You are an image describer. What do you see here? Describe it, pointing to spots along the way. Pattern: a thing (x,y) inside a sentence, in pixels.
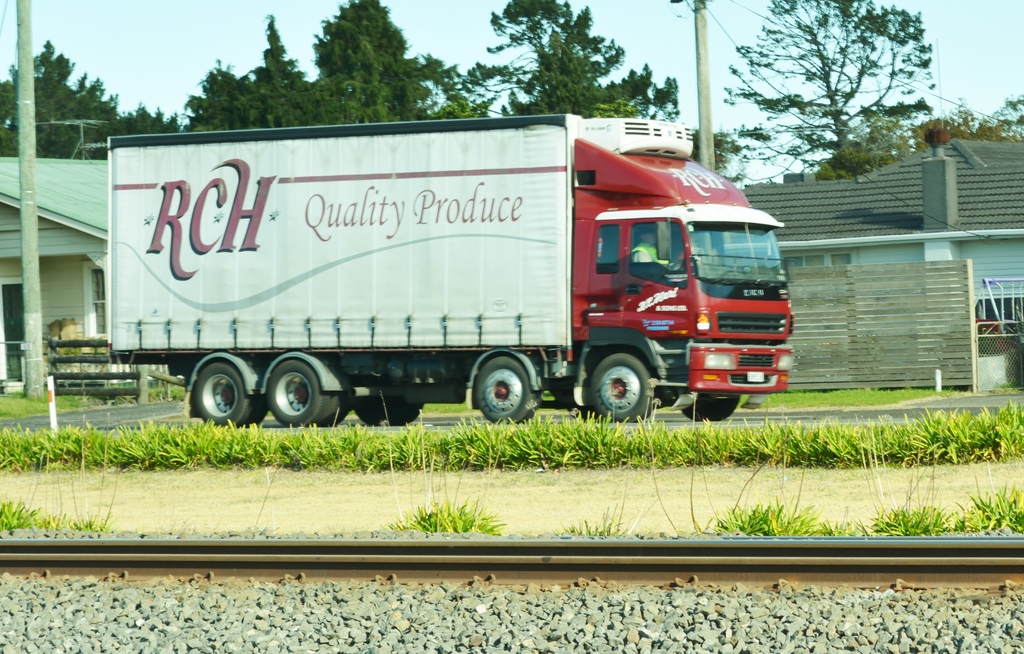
In this picture I can see a person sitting inside a vehicle (450,353). I can see plants (645,430), railway tracks (420,564), buildings (929,135), poles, trees (788,28), and in the background (683,44) there is the sky (574,1).
